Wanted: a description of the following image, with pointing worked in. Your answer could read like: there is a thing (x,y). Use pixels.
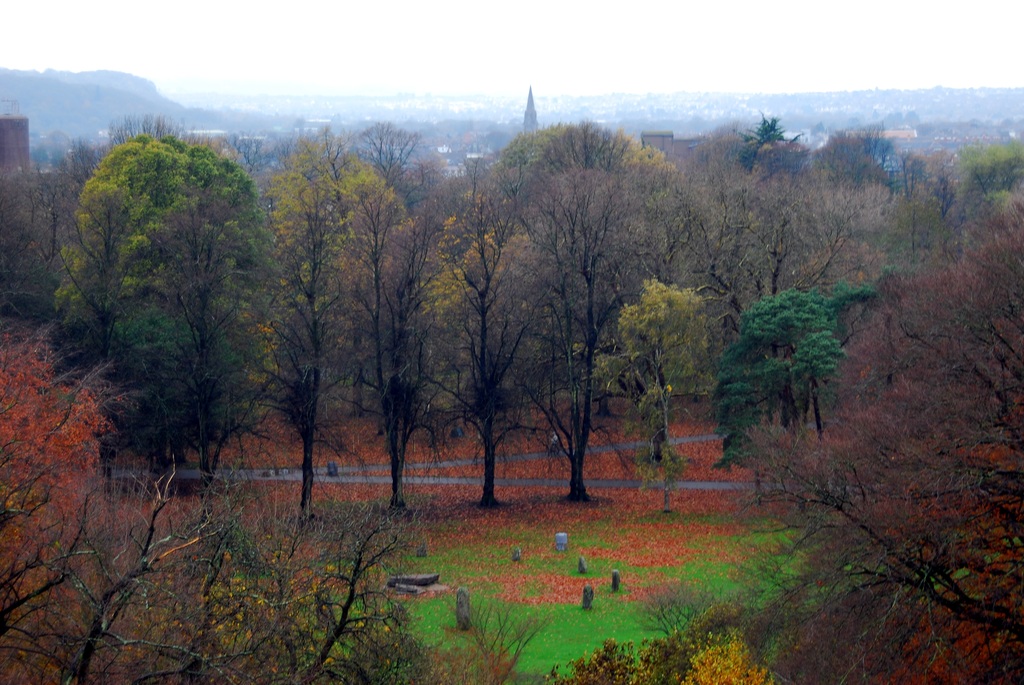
In this image I can see trees (339,514), grass (597,553), houses (498,101), tower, mountains (491,114). On the top (502,66) I can see the sky (502,66). This image is taken in the forest (474,252).
